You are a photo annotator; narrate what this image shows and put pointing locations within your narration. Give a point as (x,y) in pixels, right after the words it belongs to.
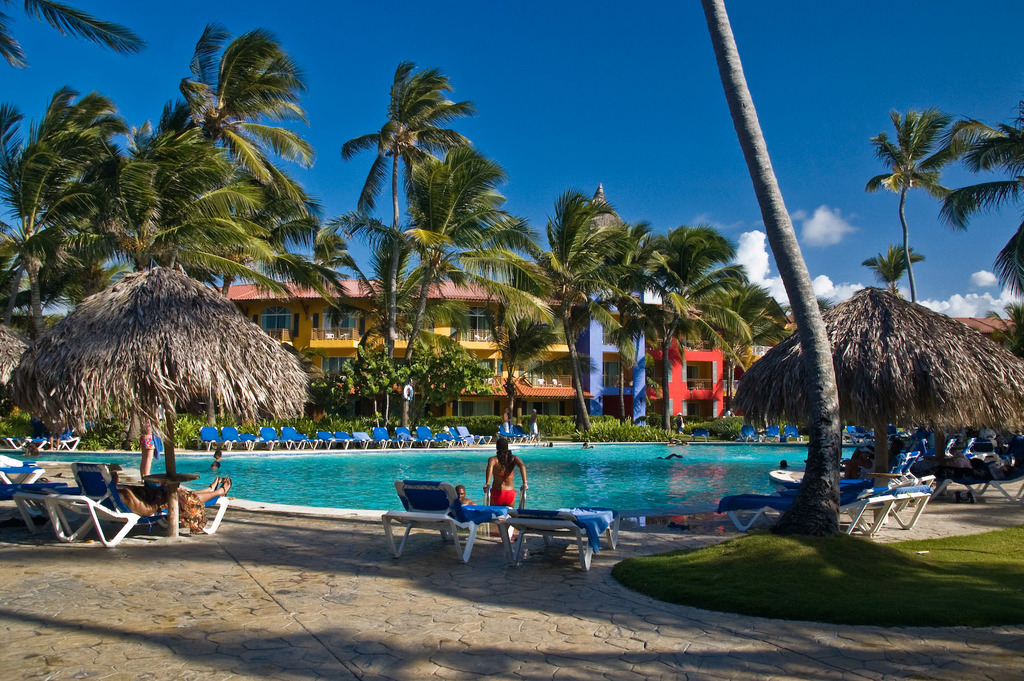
In this picture we can see chairs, people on the ground (207,653), here we can see water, boat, trees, grass (834,600) and in the background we can see buildings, sky (954,177) with clouds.
